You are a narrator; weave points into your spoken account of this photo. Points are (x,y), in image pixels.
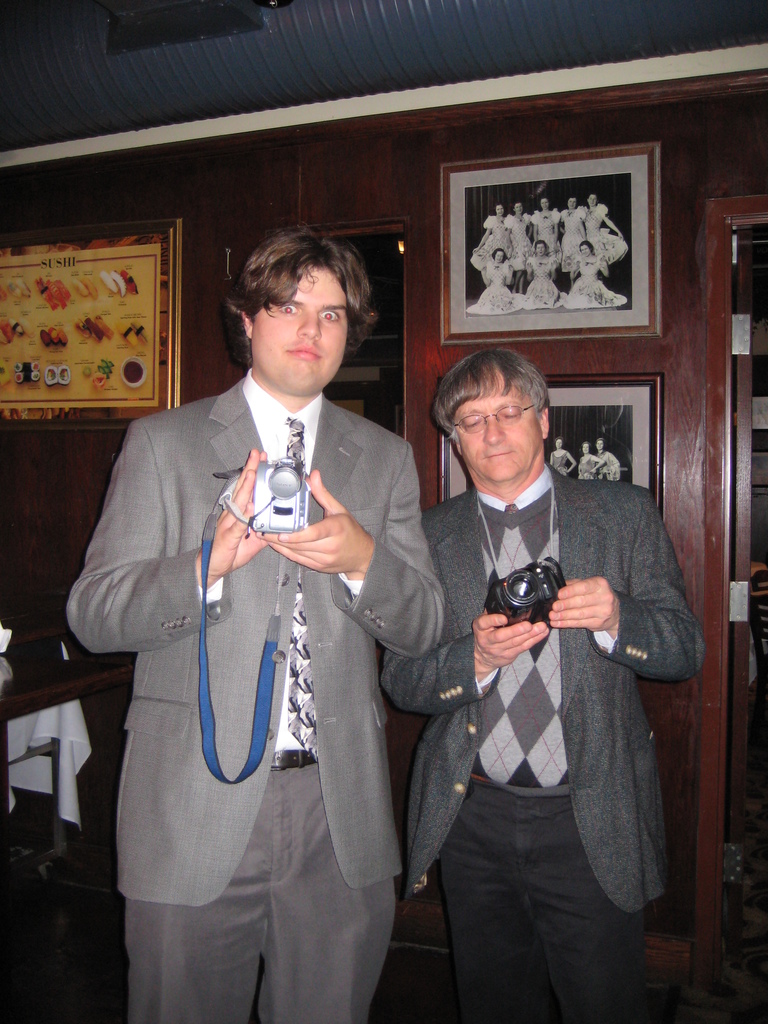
In this image we can see few people (318,556) standing and holding the cameras (509,579). There are few photos (458,287) on the wall (92,772). We can see a table (79,696) and few objects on it. There is a door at the right side of the image (747,511).
